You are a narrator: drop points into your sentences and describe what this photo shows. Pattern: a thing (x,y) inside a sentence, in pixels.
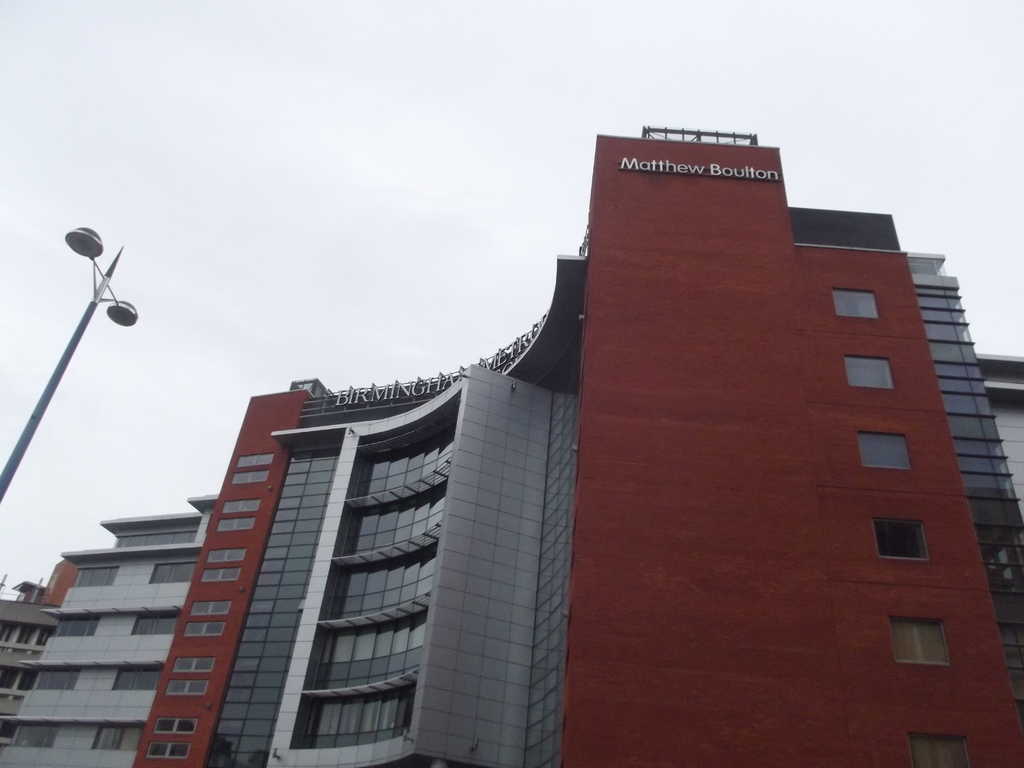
In this image there is a sky (293,187), there is a building (237,543), there is a pole (32,414) with street lights (100,241).
